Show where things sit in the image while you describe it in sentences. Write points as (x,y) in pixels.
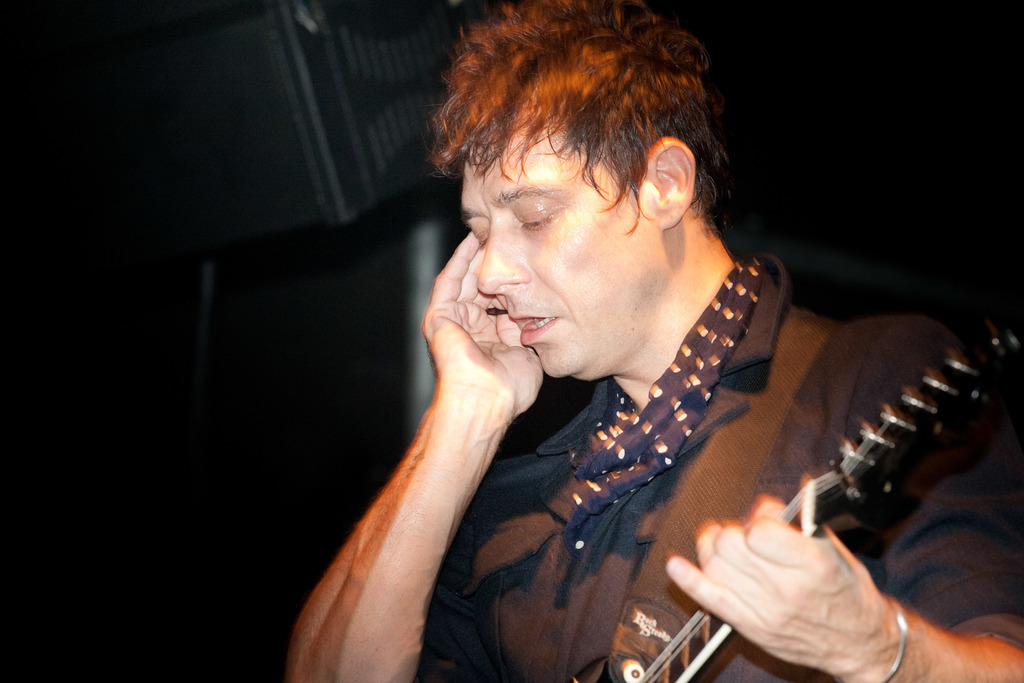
In this picture we can see a man (467,462) and he is holding a guitar (867,423).
